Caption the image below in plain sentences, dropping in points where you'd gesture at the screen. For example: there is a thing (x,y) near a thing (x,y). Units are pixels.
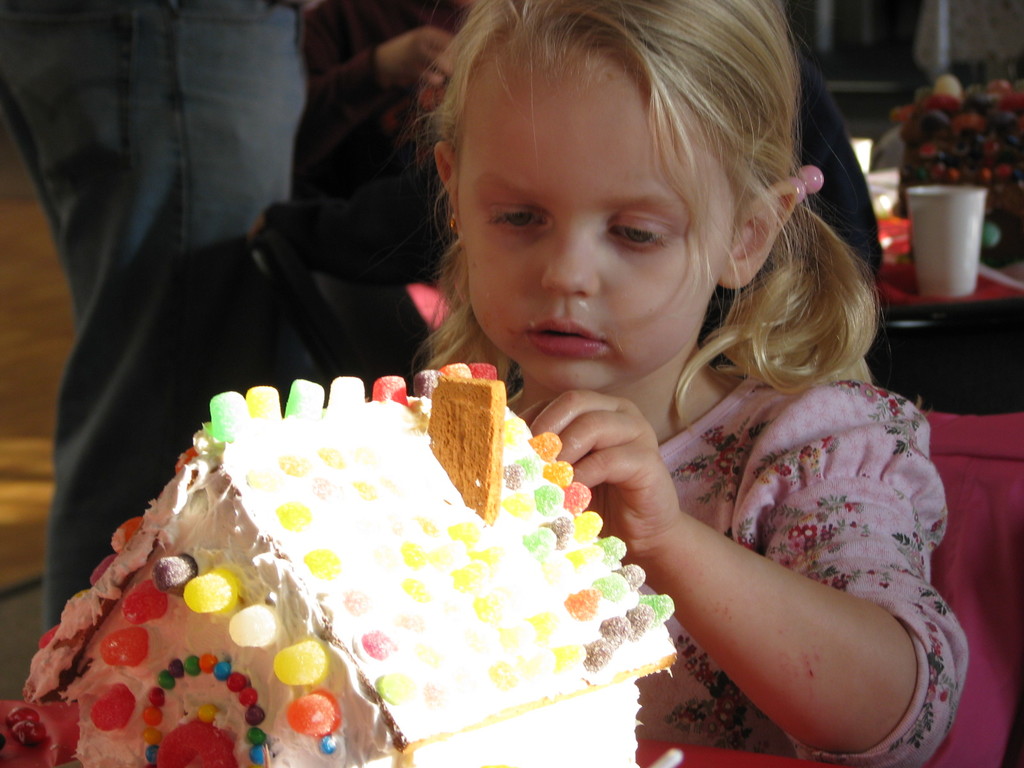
In this image we can see there is a little girl (615,417) sat on the chair (1018,692), in front of her there is a small hut (238,663) with decoration (298,711) placed on the table (689,749), behind her there are few people (200,91) and some other objects (947,191).
